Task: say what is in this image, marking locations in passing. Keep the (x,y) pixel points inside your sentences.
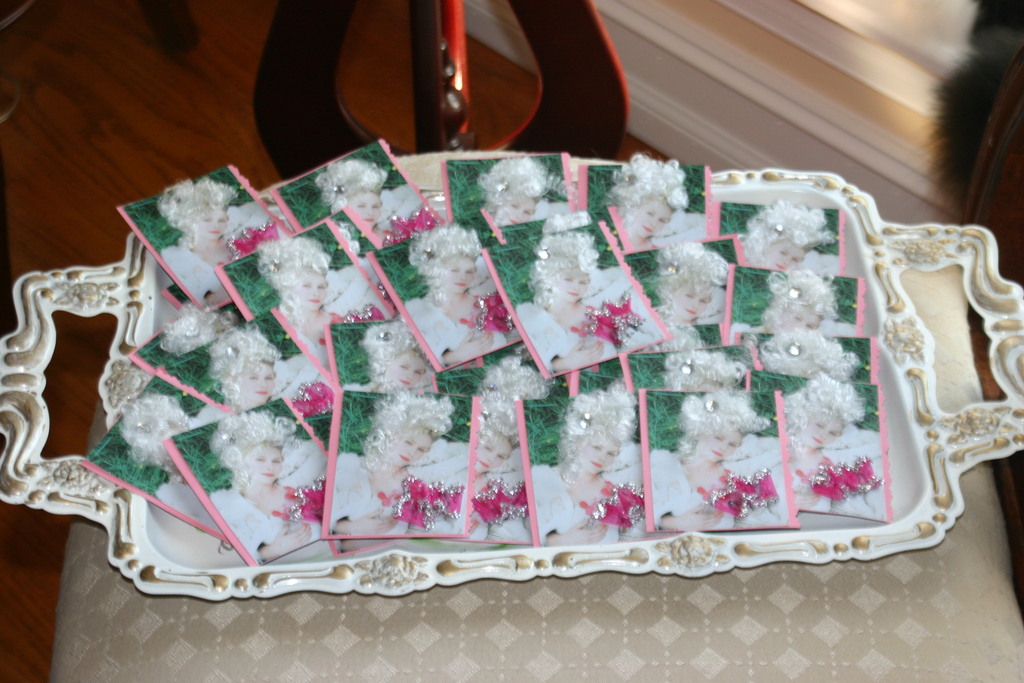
In this image we can see a tray (837,546) with some objects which looks like photos (276,520) of a person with some things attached to it. We can see the tray (242,590) placed on a chair (880,641) and there are some other objects (991,160) on the floor (48,641).
